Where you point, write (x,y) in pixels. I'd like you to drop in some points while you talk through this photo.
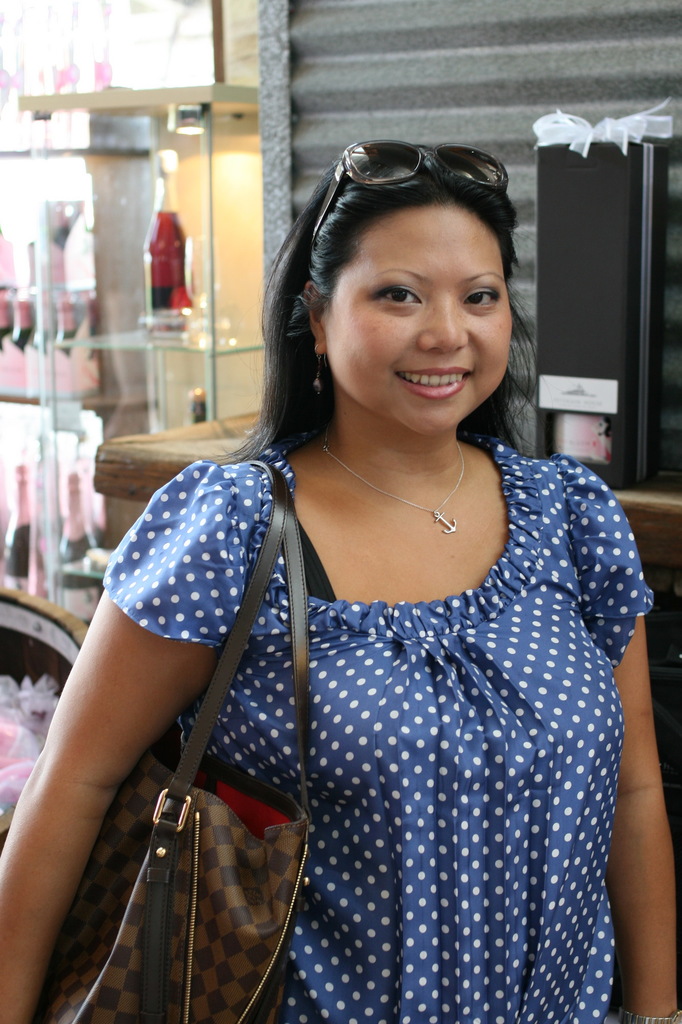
In this image there is a woman (461,519) standing wearing big, glasses (395,154), in the background (193,101) there is a glass shelf (143,125) in that there is a bottle (171,231) and a wall (539,78).
